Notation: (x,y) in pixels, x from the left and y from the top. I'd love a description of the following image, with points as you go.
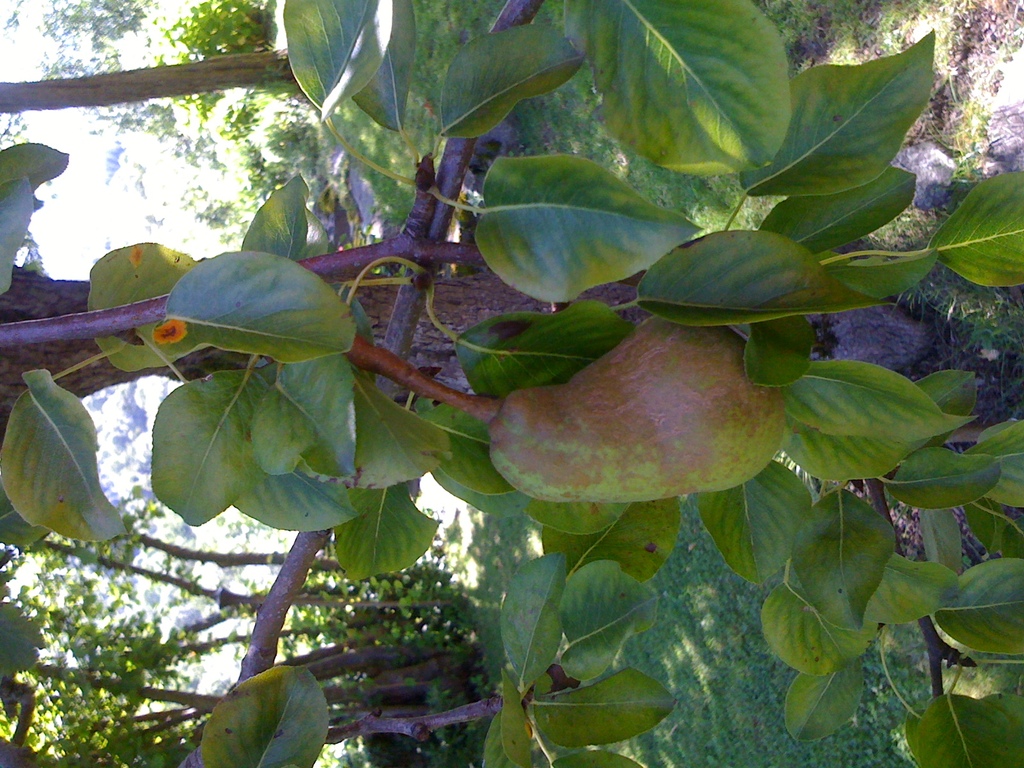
In this picture we can see a fruit (528,472), few green leaves (355,500), stems (478,404) and a branch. There are a few plants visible on the right side (704,602).
